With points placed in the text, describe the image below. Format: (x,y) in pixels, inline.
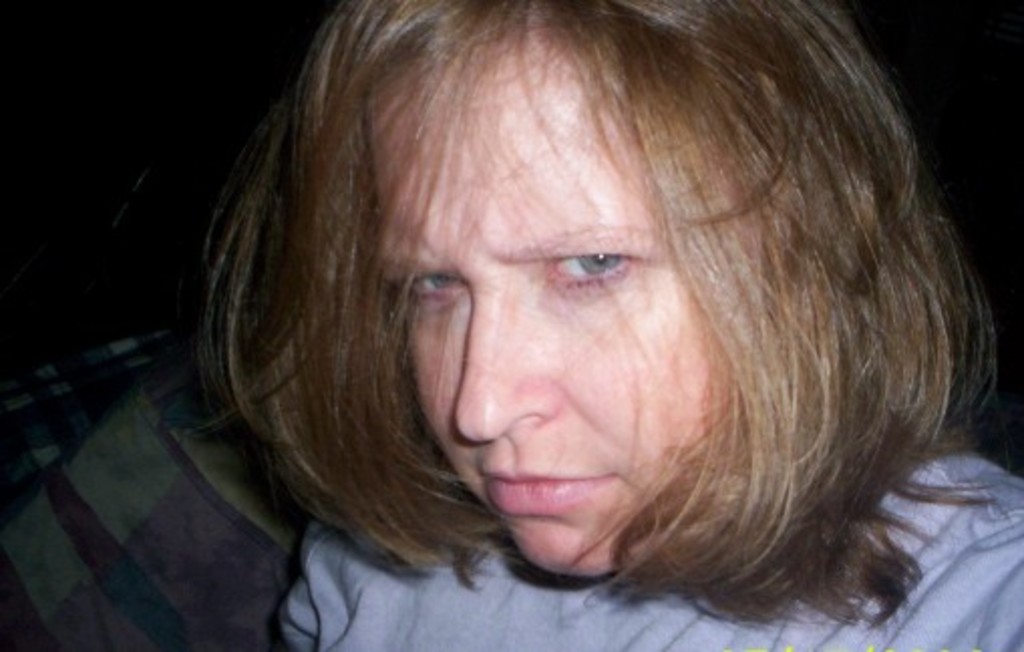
In this image, in the middle (631,255), we can see a woman (480,487) wearing blue color dress (982,579). In the background (46,205), we can see black color.
